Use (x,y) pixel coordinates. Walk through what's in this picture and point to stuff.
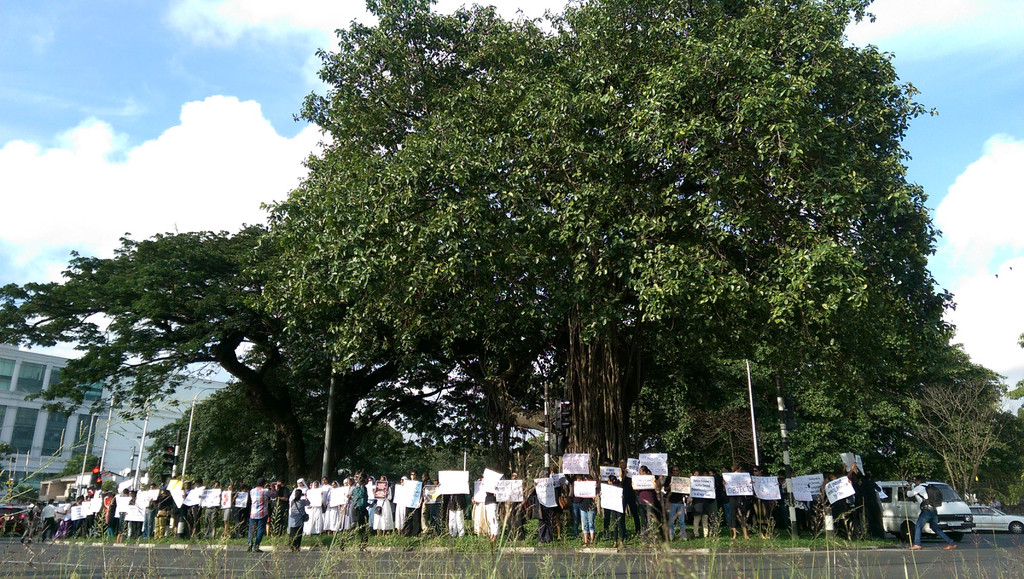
This image is clicked on the road (636,567). Beside the road (703,578) there are many people (298,521) standing and they are holding boards (152,496). Behind them there are trees (539,326). To the left (72,404) there is a building (50,419). At the top (314,50) there is the sky (951,113). At the bottom (233,555) there is grass (715,574).
